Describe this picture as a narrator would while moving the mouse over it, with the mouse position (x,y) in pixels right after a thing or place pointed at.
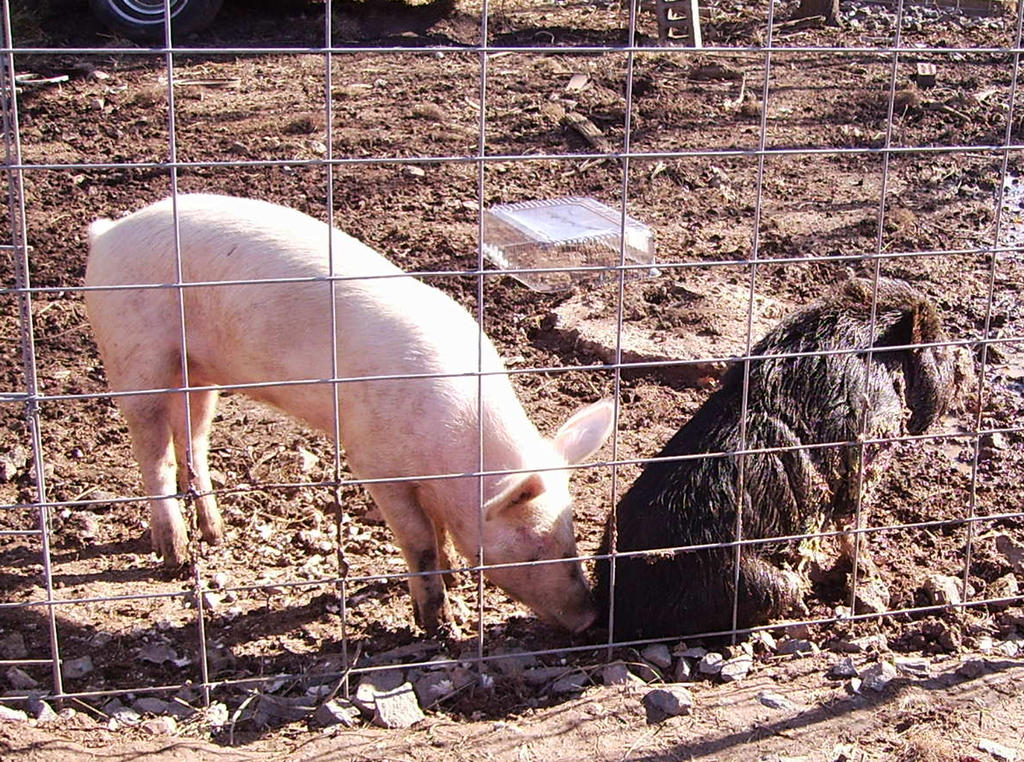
In this image I can see fencing (79,164) in the front (768,448) and behind it I can see two pigs (394,285) and a plastic box (531,280). I can also see a wheel (188,21) of a vehicle (177,37) on the top left side of this image (195,10).
